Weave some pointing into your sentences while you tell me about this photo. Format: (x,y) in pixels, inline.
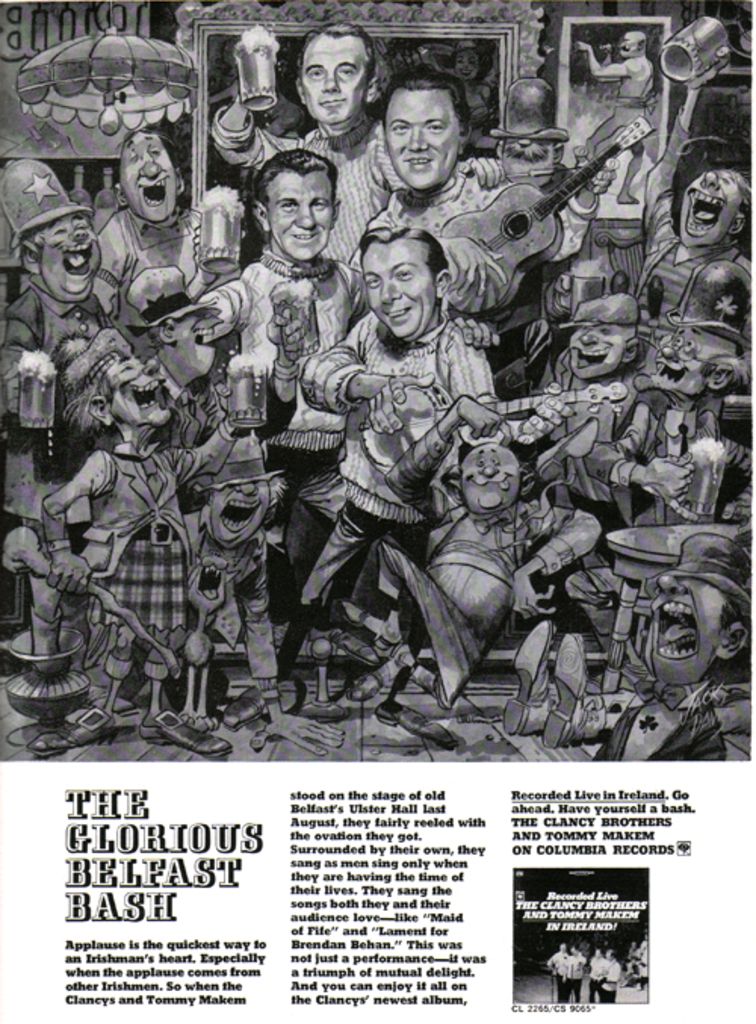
Here we can see poster (356,774), in this poster (571,479) we can see people (391,168) and this person (473,186) holding guitar (511,242).
